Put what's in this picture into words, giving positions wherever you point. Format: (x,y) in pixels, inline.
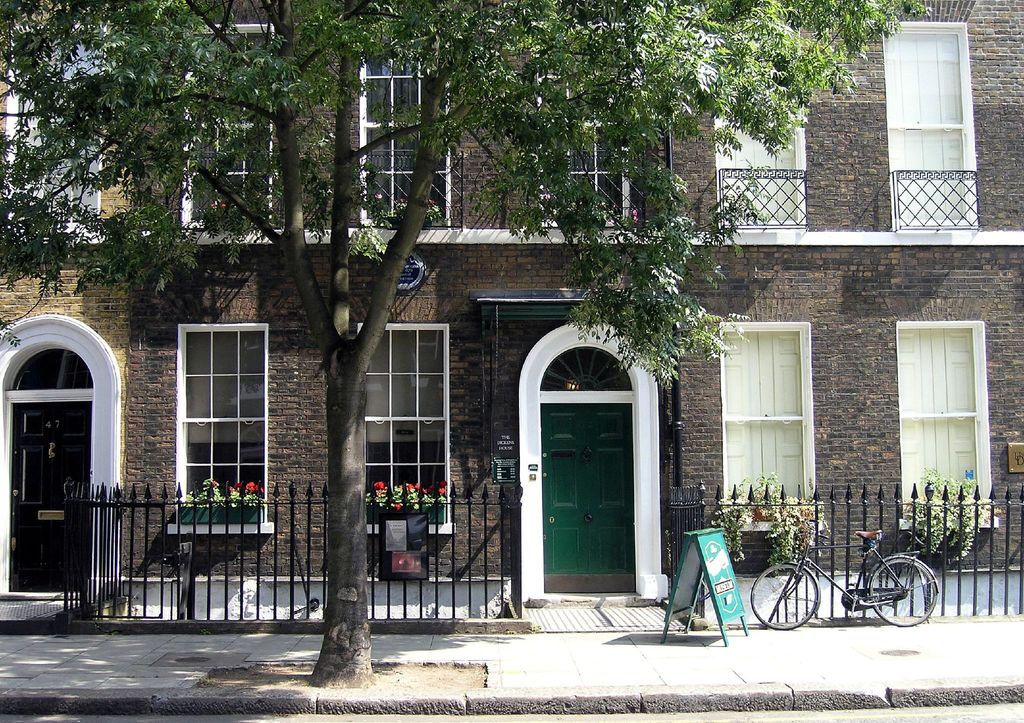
This is a building (764,330) with windows (731,392) and doors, this is a tree (641,87), this is a bicycle (780,580).
